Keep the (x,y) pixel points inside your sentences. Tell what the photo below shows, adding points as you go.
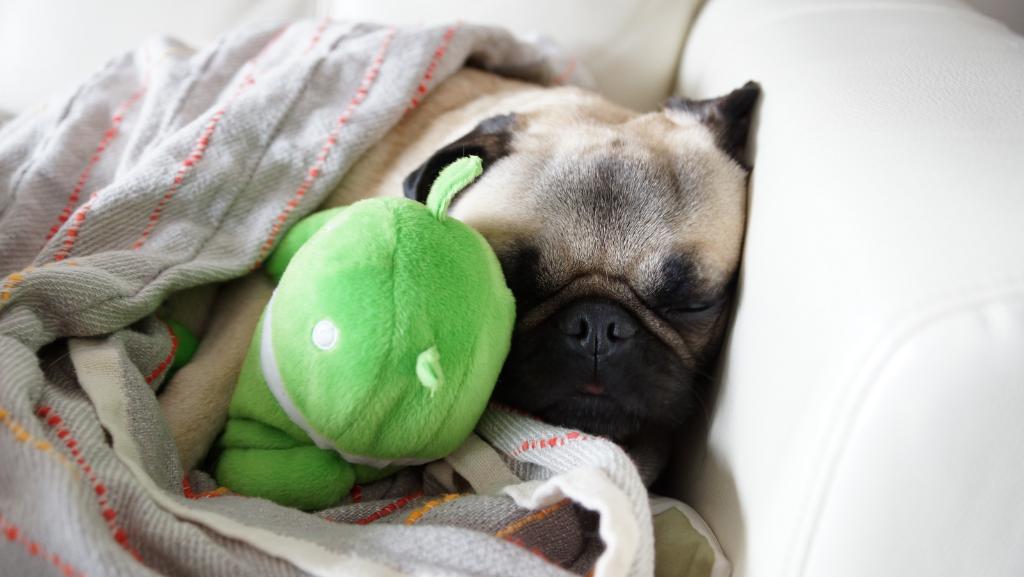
In the image we can see a dog (646,194) is sleeping. The dog (449,106) is half covered by a cloth (250,130). Beside the dog (534,271) there is a doll (366,343) and the dog (576,278) is sleeping on sofa (896,310).
